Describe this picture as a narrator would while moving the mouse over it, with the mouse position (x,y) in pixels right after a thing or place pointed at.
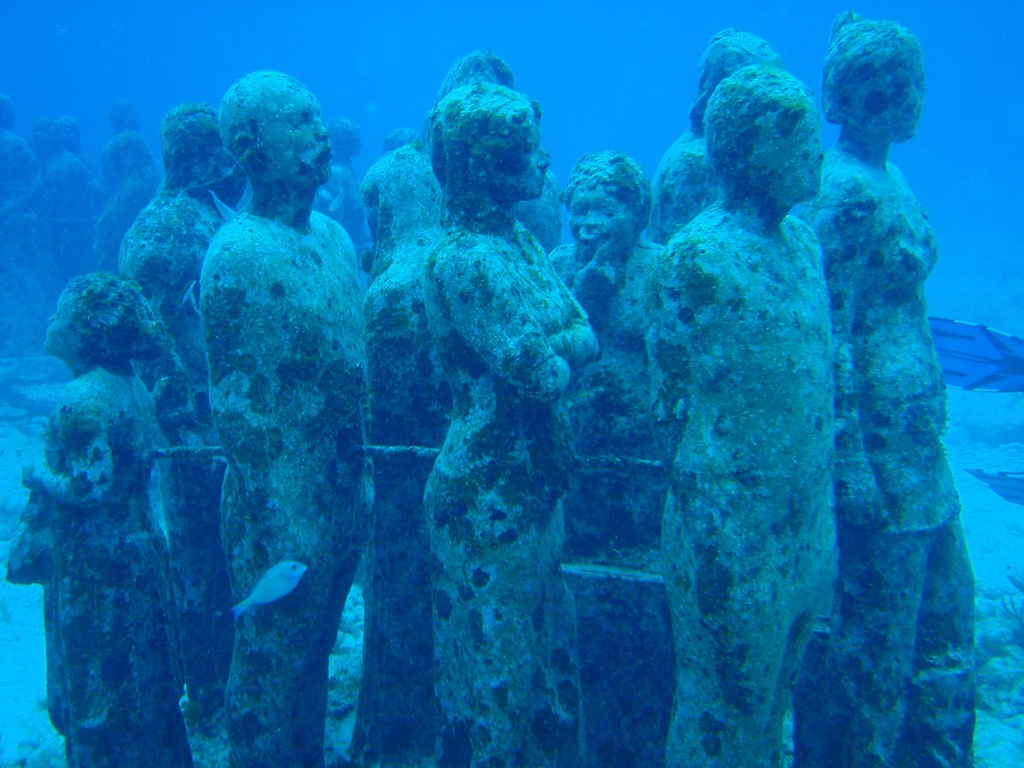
In this image we can see the statues (342,272) under the water (955,301) and we can see a fish (290,583) and a few objects (940,344).
